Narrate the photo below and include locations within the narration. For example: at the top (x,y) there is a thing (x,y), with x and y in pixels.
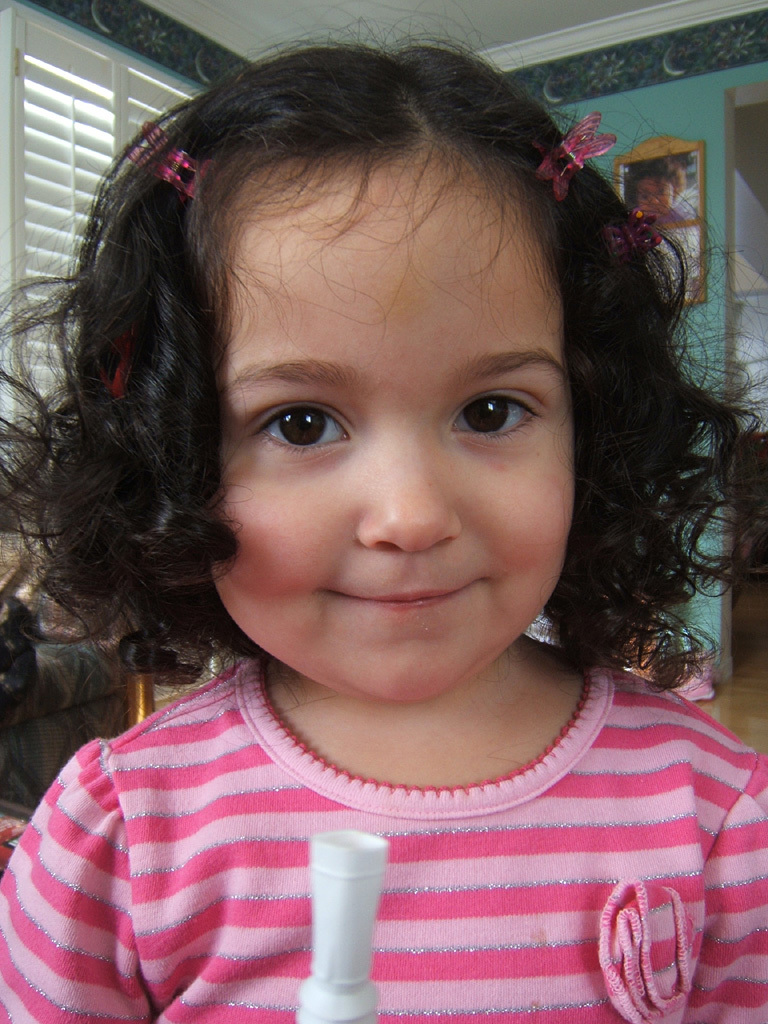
In the image there is a little girl (641,549) in pink dress (655,941) standing in the front (589,365) and behind her there is a photograph (661,246) on the wall (665,114), on the left side (92,132) there is a window (55,194).
